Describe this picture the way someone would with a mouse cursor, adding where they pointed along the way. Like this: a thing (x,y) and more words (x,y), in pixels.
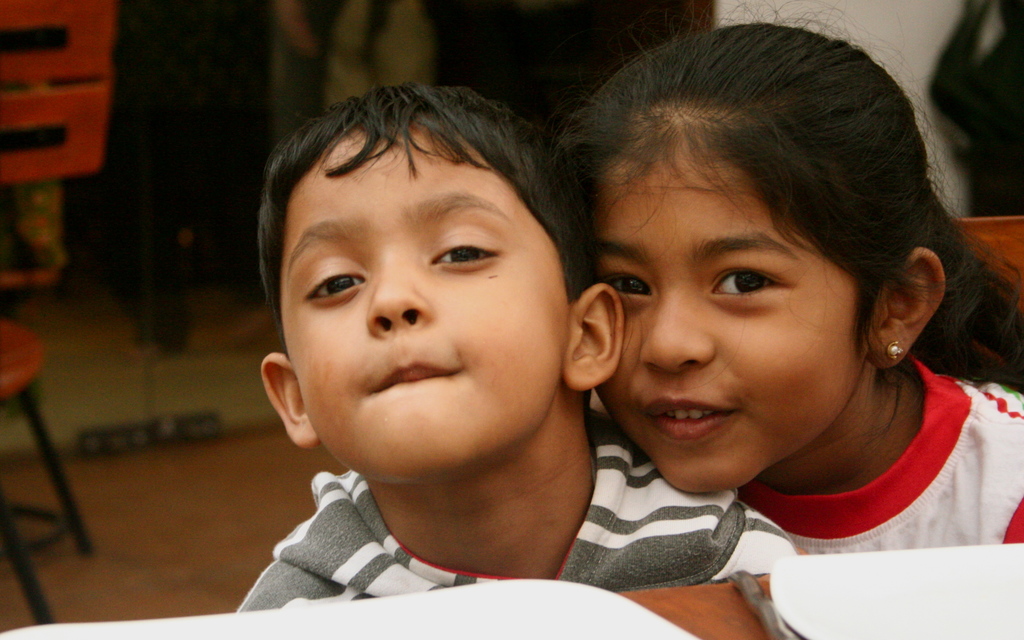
In the center of the image (529,360), we can see kids (538,232) and in the background (54,110), there are chairs (988,238), some objects (952,68) and there is a wall (870,27). At the bottom (130,546), there is a floor (153,549).
